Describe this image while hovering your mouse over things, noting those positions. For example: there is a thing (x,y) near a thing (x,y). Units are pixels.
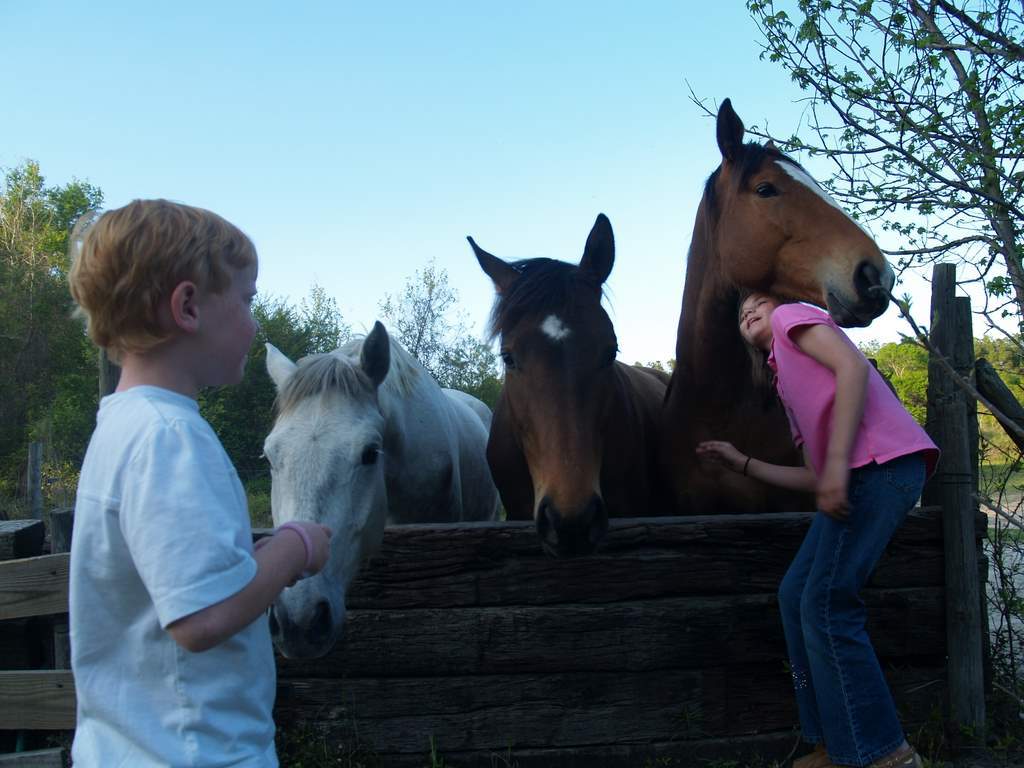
In this image I see a boy (211,600) and a girl (788,616) and they are standing near to the 3 horses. In the background (5,422) I see the trees (5,422) and the sky (319,97).
